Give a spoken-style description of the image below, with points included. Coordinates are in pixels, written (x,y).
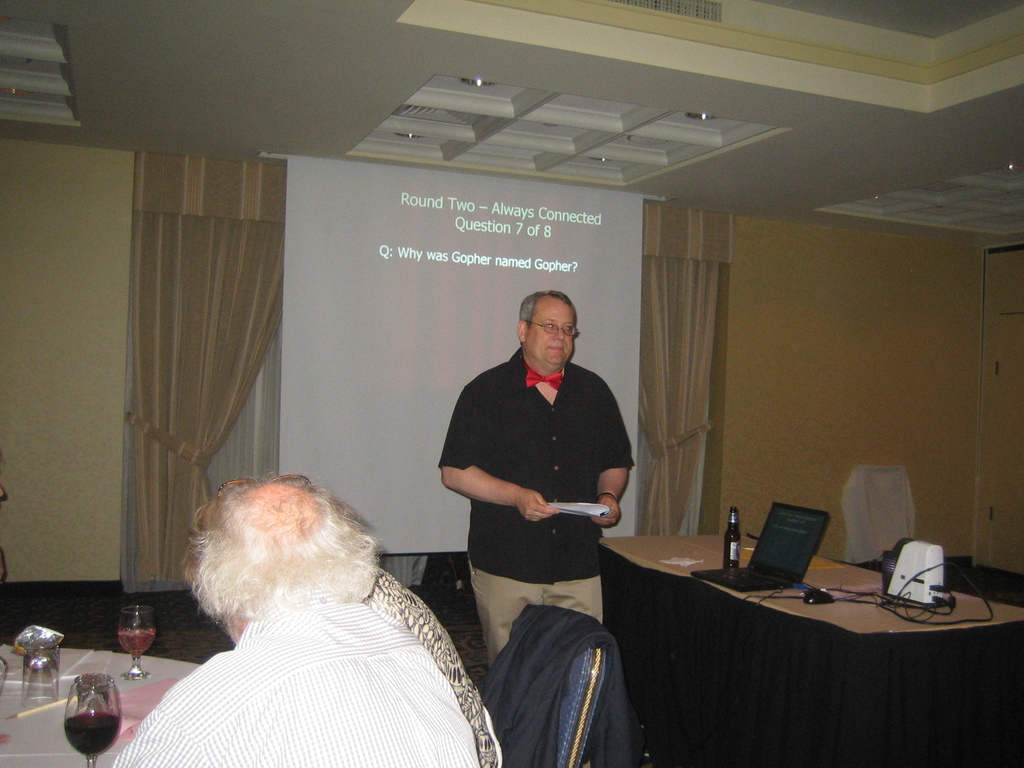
In this picture there is guy (529,411) in front of a screen (477,375) explaining and also few people (317,592) sitting on the table (188,661) with glasses (114,714) on top of it.
